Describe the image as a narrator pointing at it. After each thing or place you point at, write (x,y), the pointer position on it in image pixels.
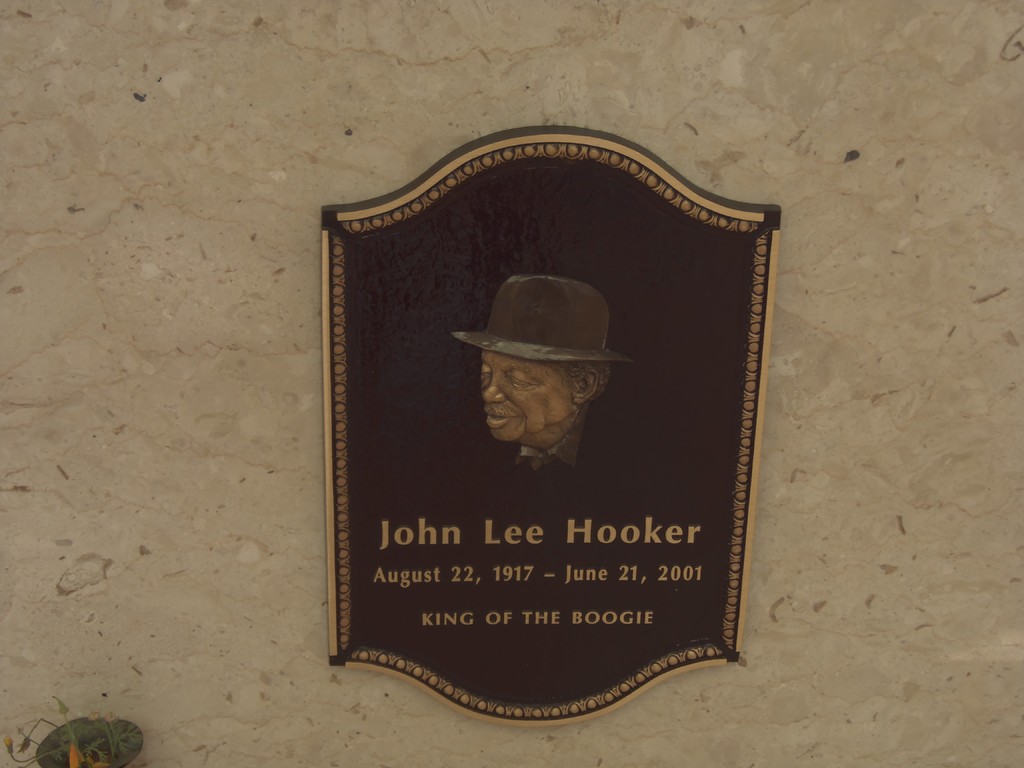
This image consists of a wood board (570,552). On that there is a name (590,526) and a picture (504,419) of one person (490,362).
